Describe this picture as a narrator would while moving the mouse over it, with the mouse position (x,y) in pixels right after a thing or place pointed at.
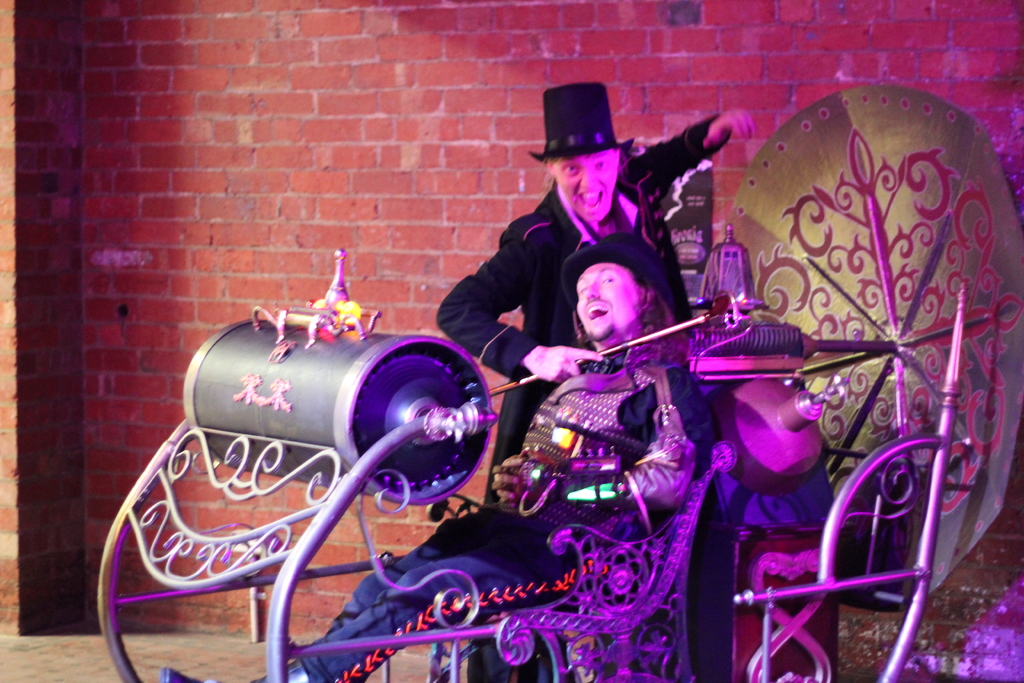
In this image I see 2 persons (516,292) in which this man (582,400) is sitting and I see that he is wearing a costume (639,392) and I see that both of them are wearing black color hats (625,239) and I see that this person (558,261) is holding a stick (645,336) in his hand (570,362) and in the background (23,83) I see the brick wall (977,576).
